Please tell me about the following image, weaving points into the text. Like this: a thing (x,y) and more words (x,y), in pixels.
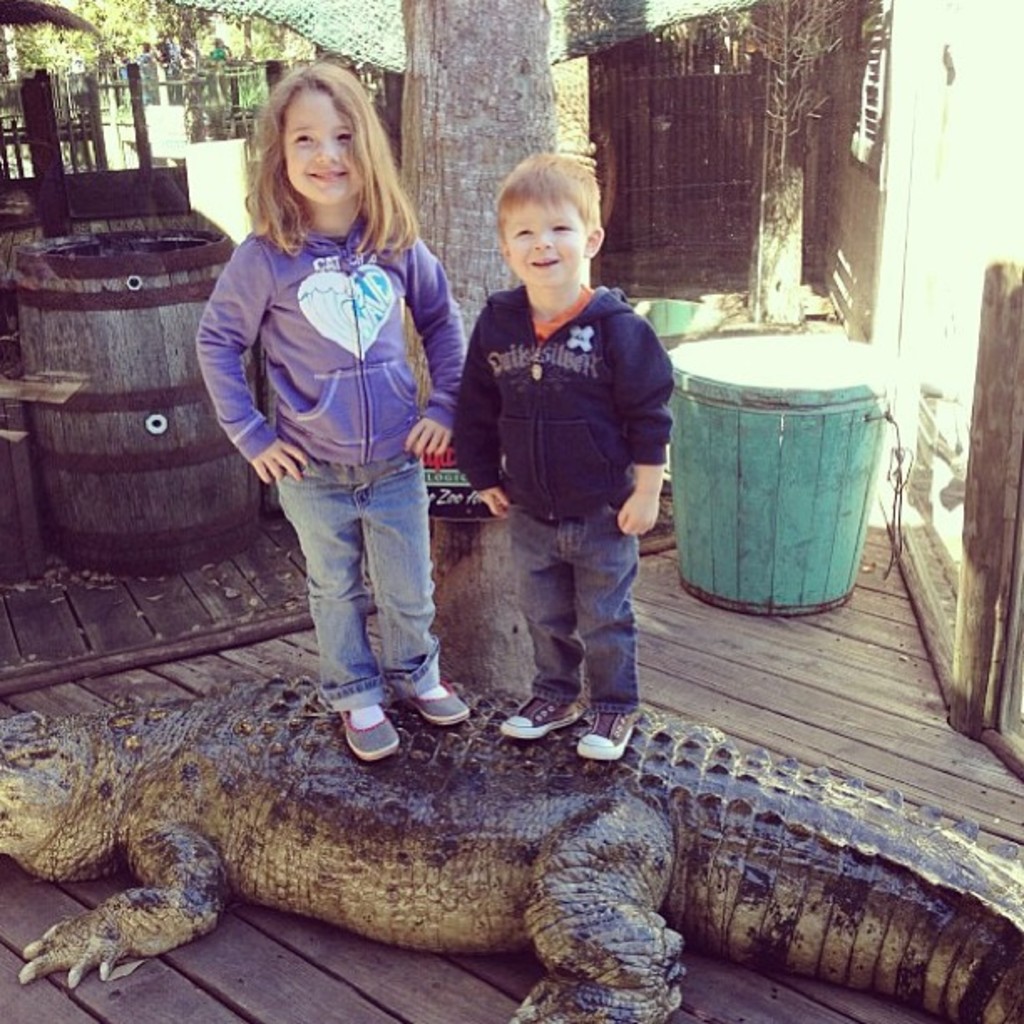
In this image I can see the floor (286,983) which is made of wood (308,973) and on it I can see a crocodile (289,771) which is brown and black in color and on the crocodile (734,899) I can see two children (390,489) wearing jackets (346,403) and jeans (355,499) are standing. In the background (81,360) I can see a barrel (130,369), few trees (213,27), a green colored object (710,372) and few other objects (623,211).
